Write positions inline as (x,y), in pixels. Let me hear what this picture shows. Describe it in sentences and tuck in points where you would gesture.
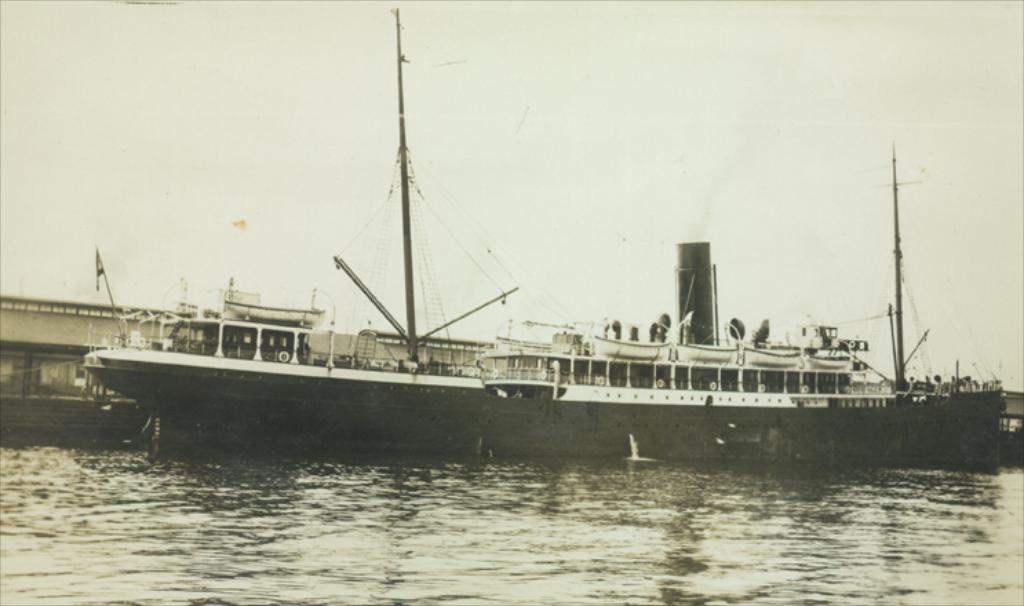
In this image, we can see a boat (693,449) is on the water (478,546). Here we can see flag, poles (510,293), container (689,266). Background (541,284) there is a house (65,336) and sky (510,99).
